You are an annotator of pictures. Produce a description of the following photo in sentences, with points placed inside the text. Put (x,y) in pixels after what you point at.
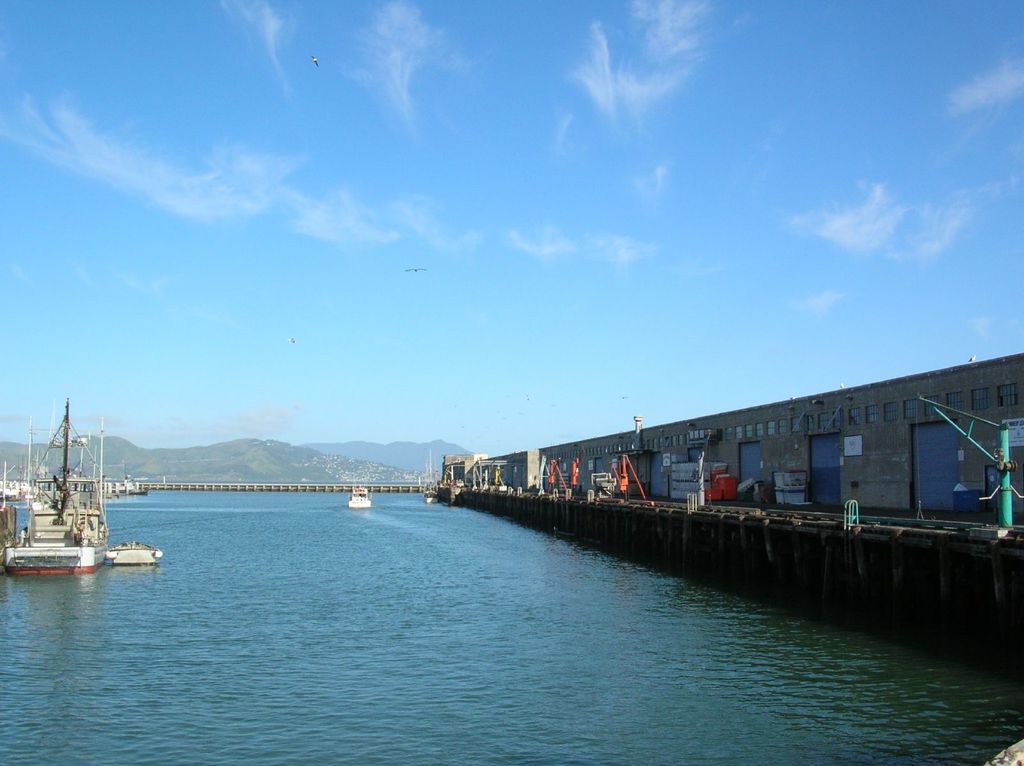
In the image there is a water surface (153,654) and beside that there is a bridge (798,559) and there is a ship (54,504) floating on the water surface (203,586), in the background (387,477) there are mountains (120,438).
